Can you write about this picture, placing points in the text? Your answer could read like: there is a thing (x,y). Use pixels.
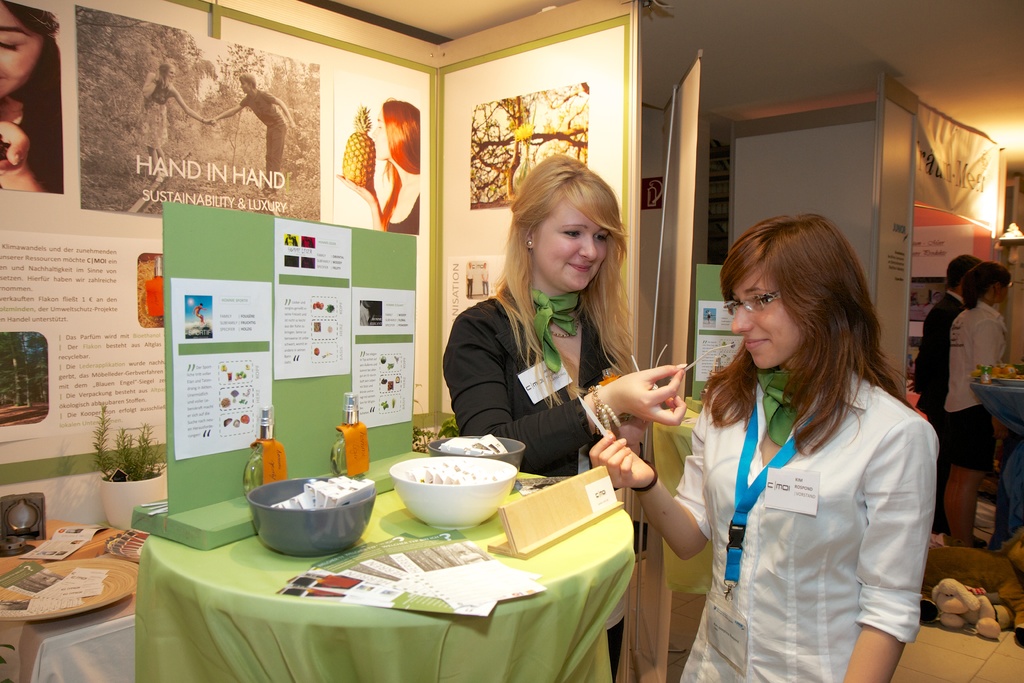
In the center of the image (560,407) we can see two persons (772,443) are standing and they are holding some objects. And they are smiling, which we can see on their faces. In front of them, there is a table (228,616). On the table (208,607), We can see one green board (196,466), bowls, card papers (434,477), one banner (543,543), spray bottles (345,467) and a few other objects (365,488). On the board (322,449), we can see posters (199,322). In the background (122,137) there is a wall (599,160), roof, posters (942,249), tables (981,397), toys (945,589), banners (963,162), one plate (80,604), papers (80,575), one plant pot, plants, two persons (926,378) are standing and a few other objects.
